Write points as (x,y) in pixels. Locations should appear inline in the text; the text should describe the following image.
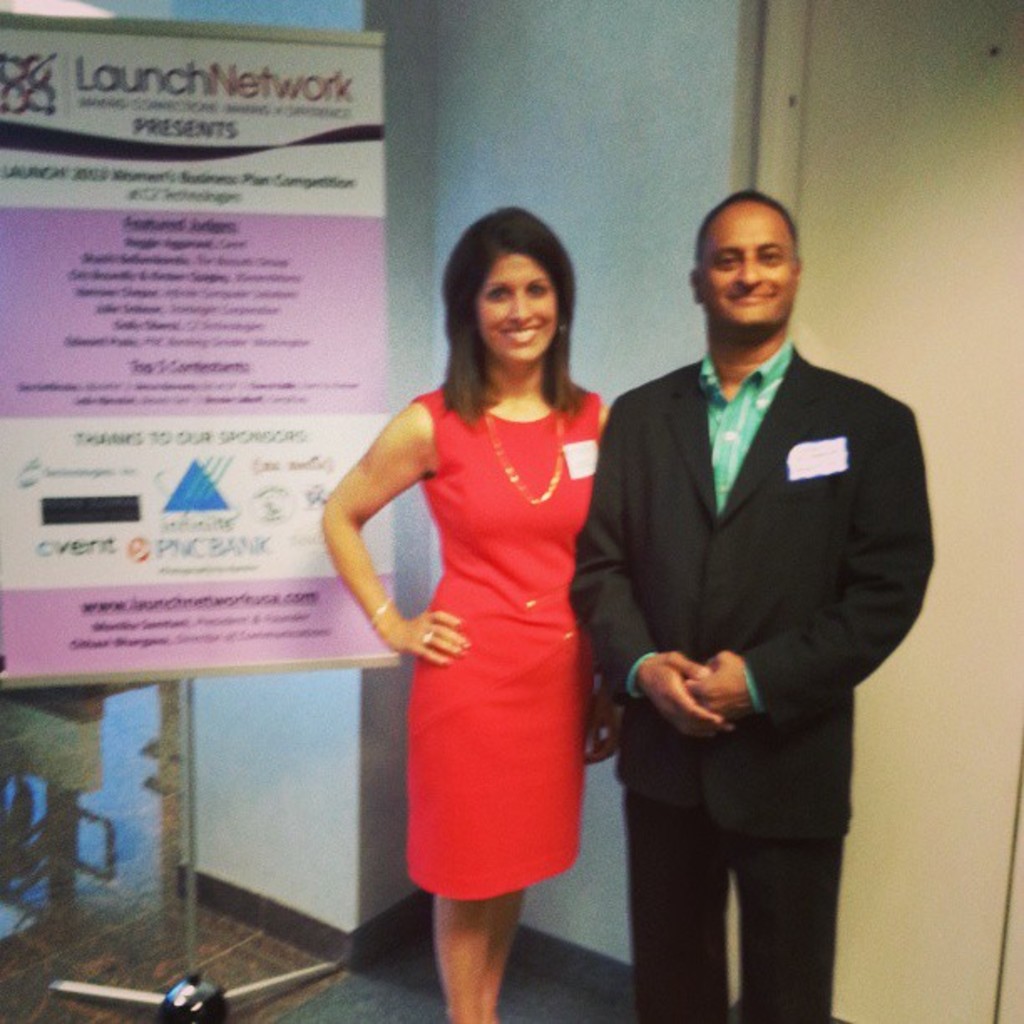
In this picture we can see a man (874,619) and woman (442,598) both are smiling and men (782,580) wore black color blazer (658,549) and women (540,419) wore red color dress (535,577). In the background (211,232) we can see a banner (176,385) kept on pole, wall (415,271) and some shadow (67,867).
